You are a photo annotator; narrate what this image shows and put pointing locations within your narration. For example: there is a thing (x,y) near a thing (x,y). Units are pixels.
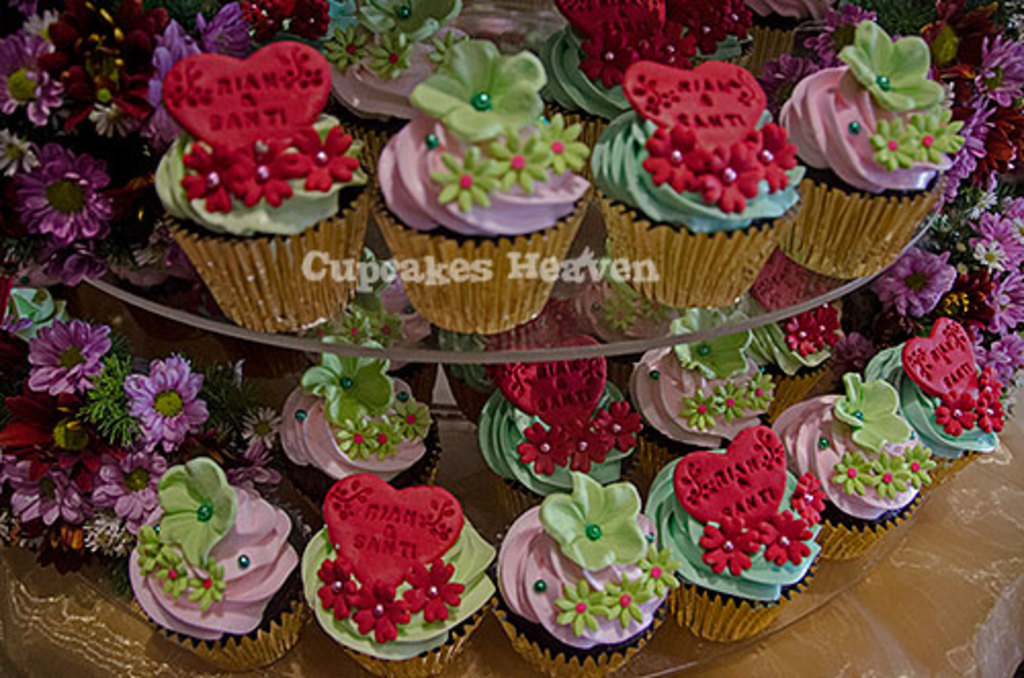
In this image we can see cupcakes (648,476) placed in the stand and we can see flowers (77,179).
